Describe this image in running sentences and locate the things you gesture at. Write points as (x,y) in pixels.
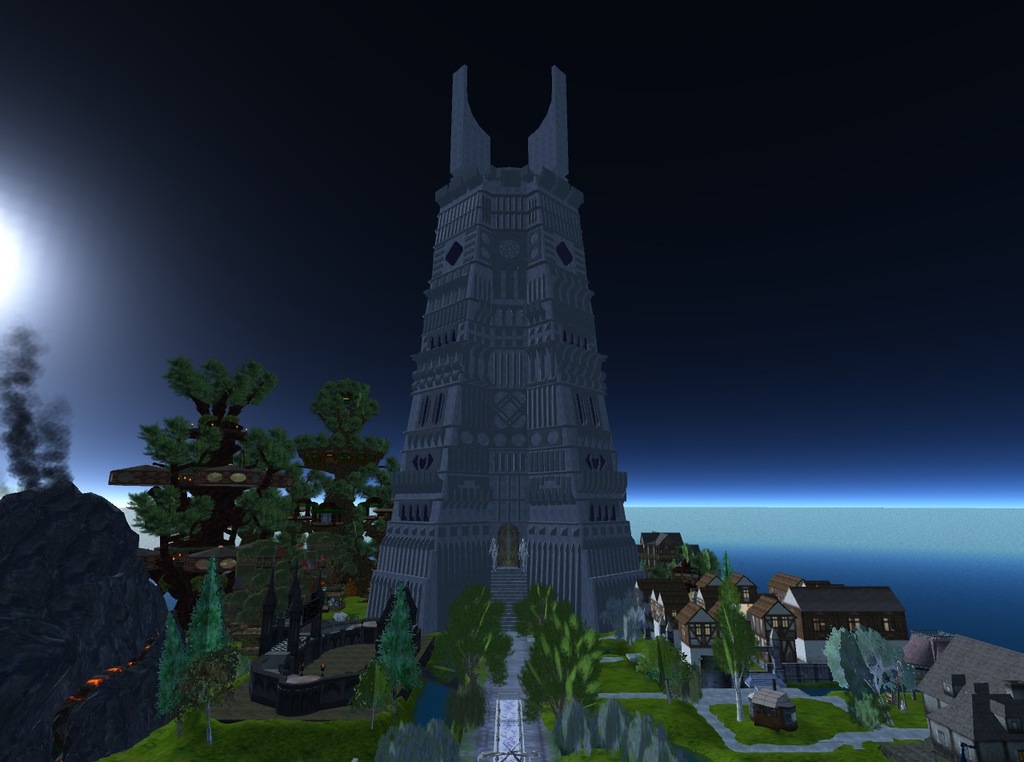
As we can see in the image there are buildings (582,543), trees (873,648), grass (357,604) and on the top (695,149) there is sky (259,244).
